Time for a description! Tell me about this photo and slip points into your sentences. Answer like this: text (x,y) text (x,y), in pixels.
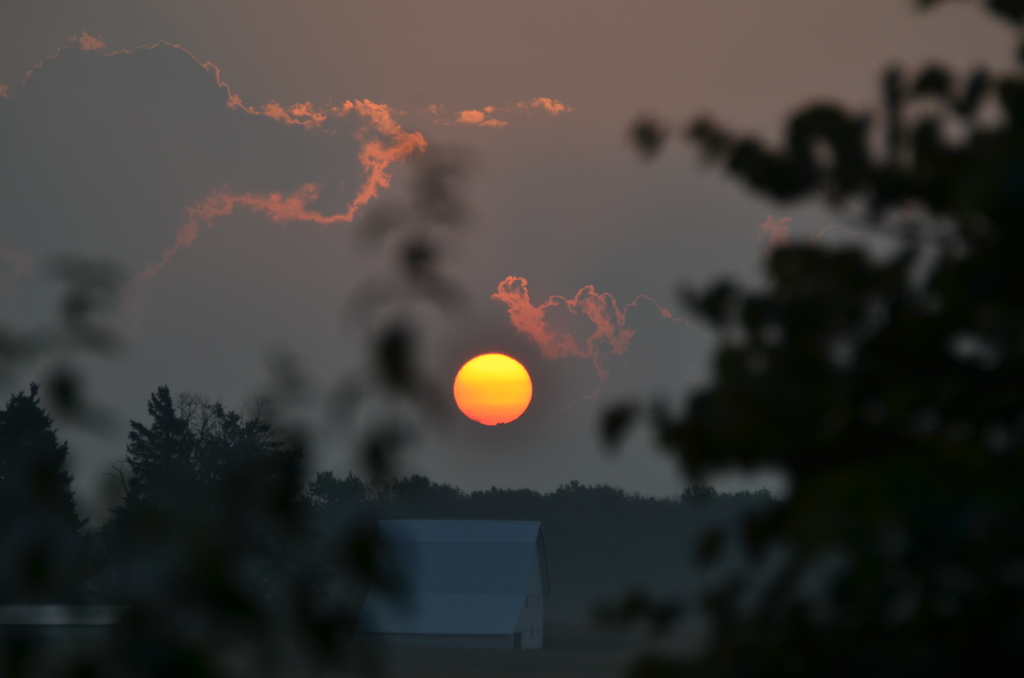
In this picture we can see a house (487,586). There are a few trees (500,499) visible from left to right. We can see the sun (455,389) in the sky (417,322). Sky (452,305) is cloudy.
